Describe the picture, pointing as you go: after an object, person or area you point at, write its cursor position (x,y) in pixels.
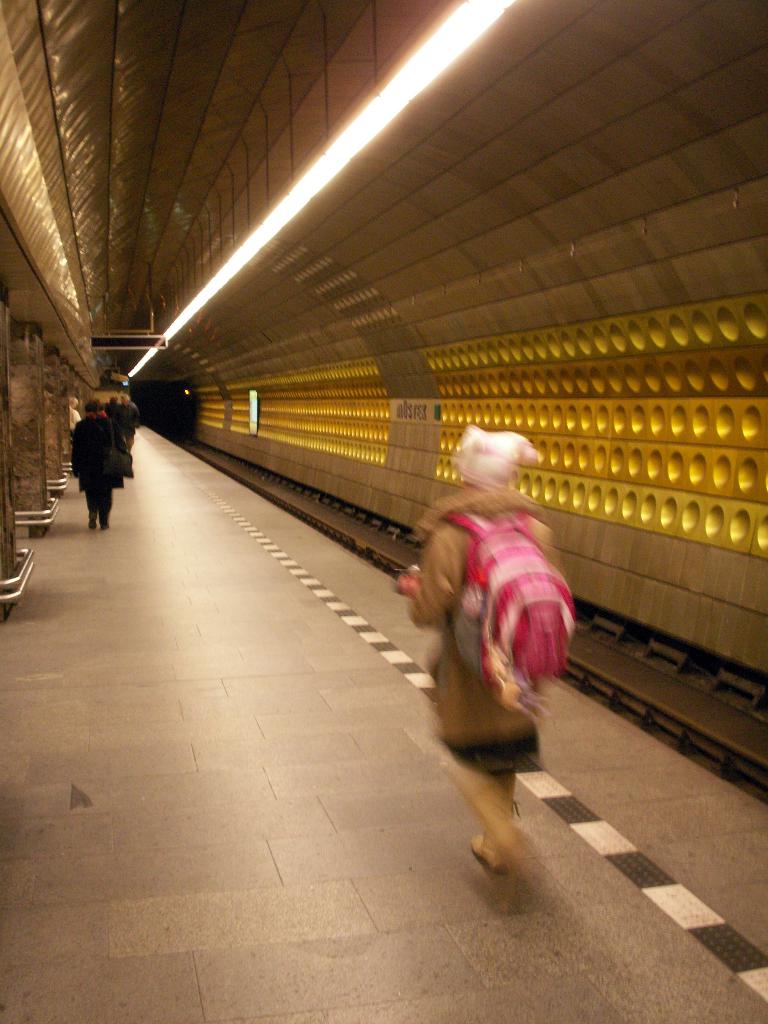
In this image we can see people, platform (304,776), pillars (23,469), light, and roof (668,32).
